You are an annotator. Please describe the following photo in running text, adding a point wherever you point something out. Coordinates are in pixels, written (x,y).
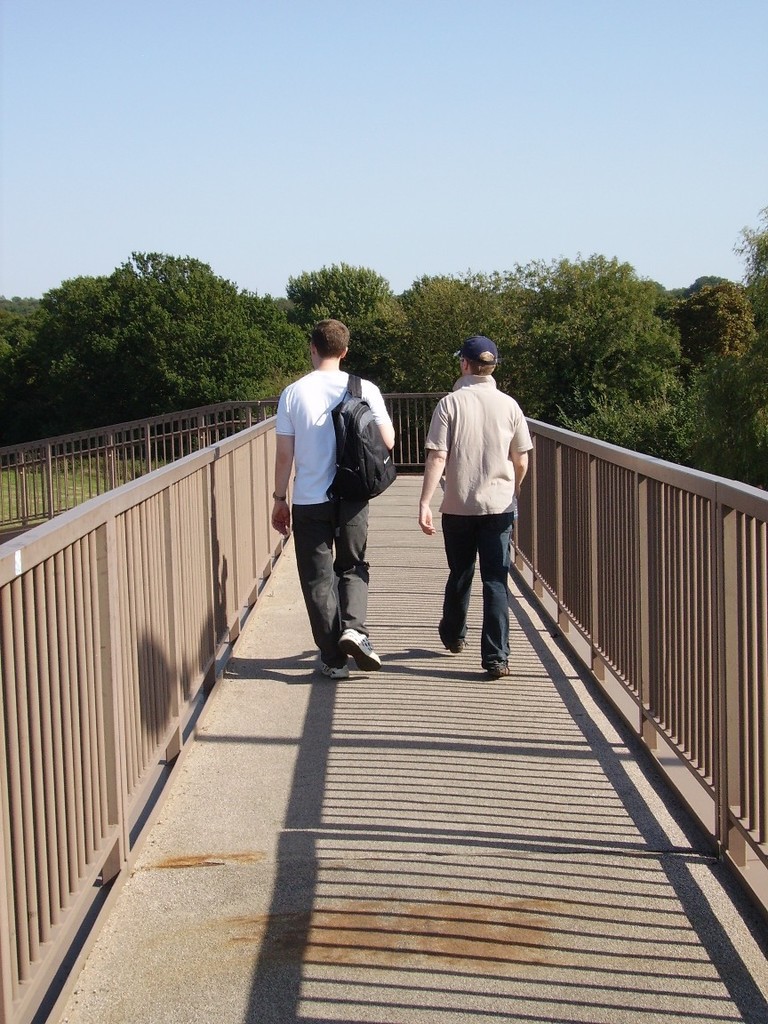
In this image there are two people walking on the bridge (47,528). In the background of the image (87,381) there are trees (372,301) and sky (401,98).
